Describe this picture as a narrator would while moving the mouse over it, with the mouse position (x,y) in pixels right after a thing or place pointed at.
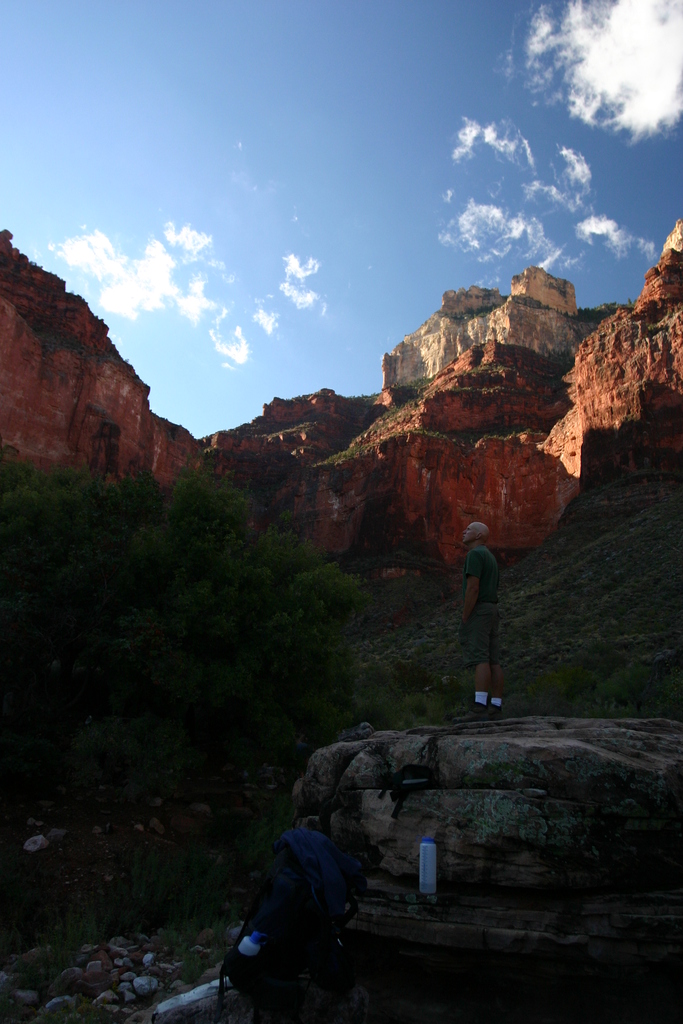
In the foreground (485,630) I can see a person (477,638) is standing on the rock (456,820) and a bag (333,888). In the background (540,669) I can see trees (227,630), mountains (317,511). On the top (350,240) I can see the sky (348,271). This image is taken during a sunny day.
